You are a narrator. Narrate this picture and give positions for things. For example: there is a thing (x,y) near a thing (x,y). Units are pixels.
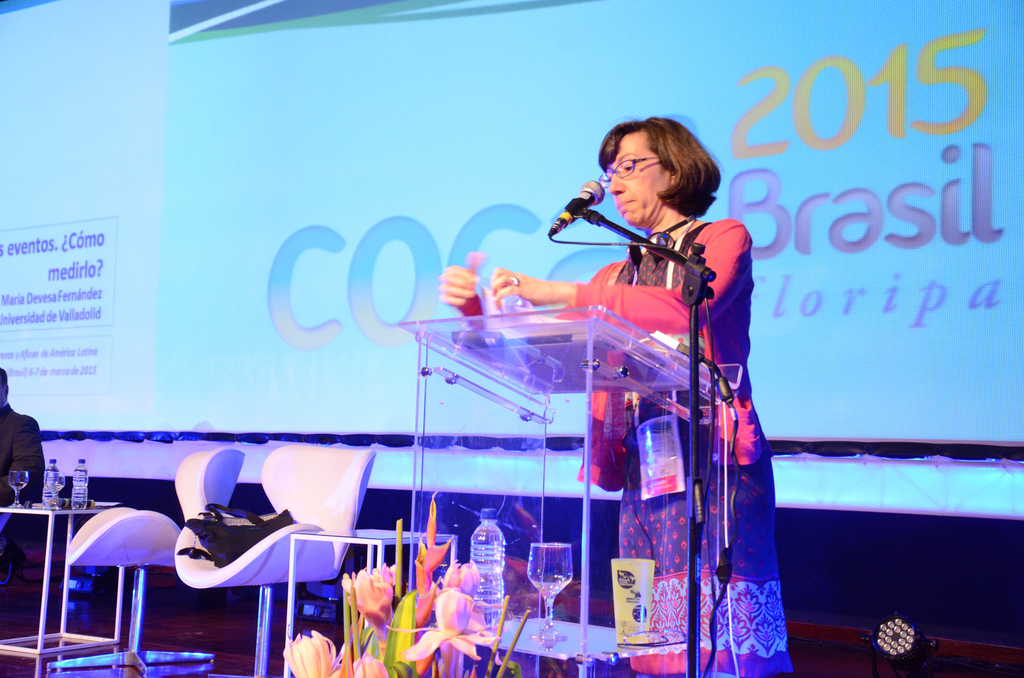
In this image I can see the person (704,402) standing in-front of the podium (584,377) and mic (582,198). I can also see the bottle (490,578), glass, board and the flowers (393,629). To the side of the person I can see the chair (256,566) and one more person (15,459) sitting in-front of the table (55,511). On the table (53,525) I can see the bottles (43,502) and glasses (62,486). In the background (188,354) I can see the screen (196,229).
